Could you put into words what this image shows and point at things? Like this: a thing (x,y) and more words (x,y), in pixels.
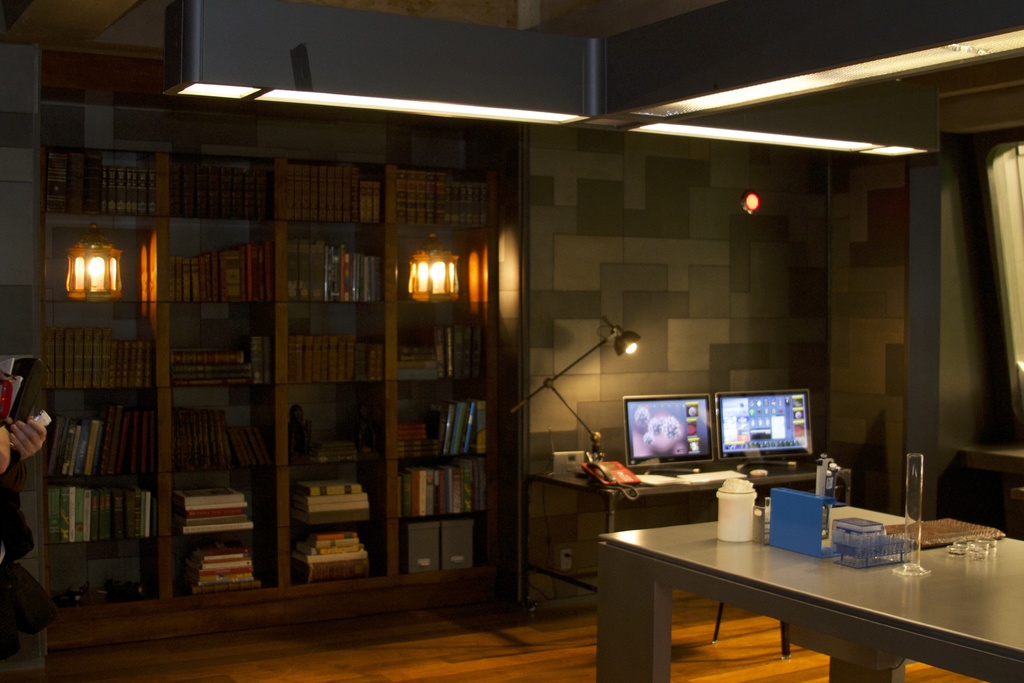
This image is taken in a room (560,489). In this image we can see the books (262,250) placed in the racks (278,516). We can also see the lamp's (433,252), lights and also two monitor screens (709,423) on the table (586,485). Image also consists of a phone (613,473), bottle (732,497), book (946,530) on the table (932,571). At the top (622,117) we can see the ceiling lights (644,118) and at the bottom (353,649) there is floor (400,642). On the left (32,420) there is some person (19,460) holding the books (17,366).
